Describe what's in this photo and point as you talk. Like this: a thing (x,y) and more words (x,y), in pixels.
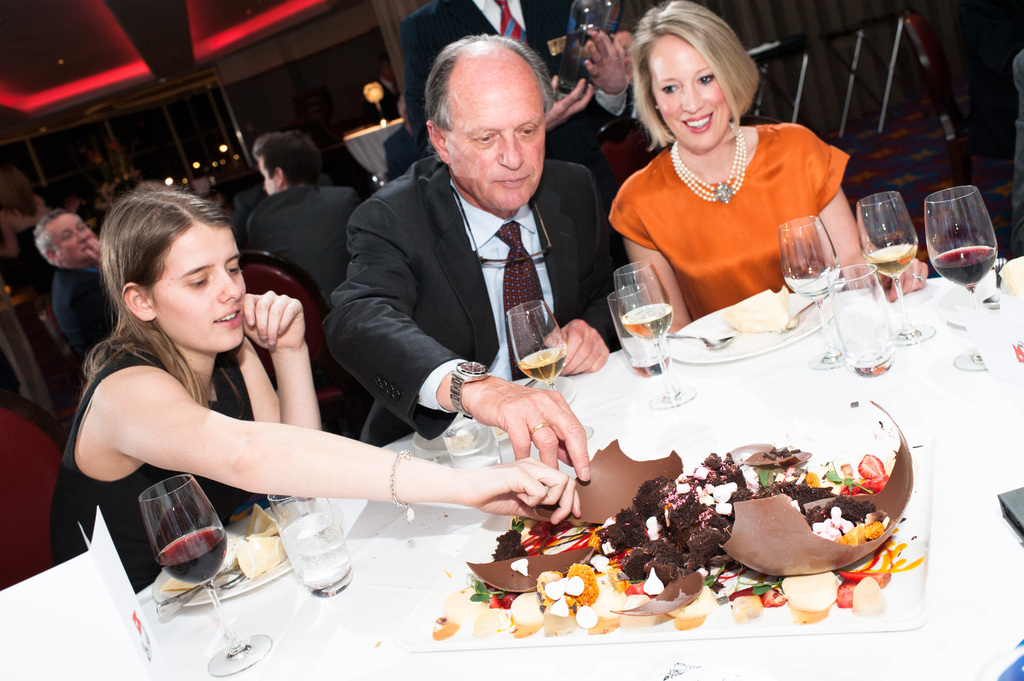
In this picture we can see a man (529,288) and a woman (118,394) holding a food item (599,486) in their hands (524,474). We can see a person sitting on the right side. There are a few food items (599,486) visible on a white surface (781,622). We can see the liquid (495,449) in a few glasses (215,527). There are plates (692,346), spoons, card (129,680) and other objects (748,328) are visible on the table (817,410). We can see a person (531,10) holding a bottle (585,66) at the back (412,17). We can see a few people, rods (243,142), lights (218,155) and other objects (107,152) in the background (889,73).
